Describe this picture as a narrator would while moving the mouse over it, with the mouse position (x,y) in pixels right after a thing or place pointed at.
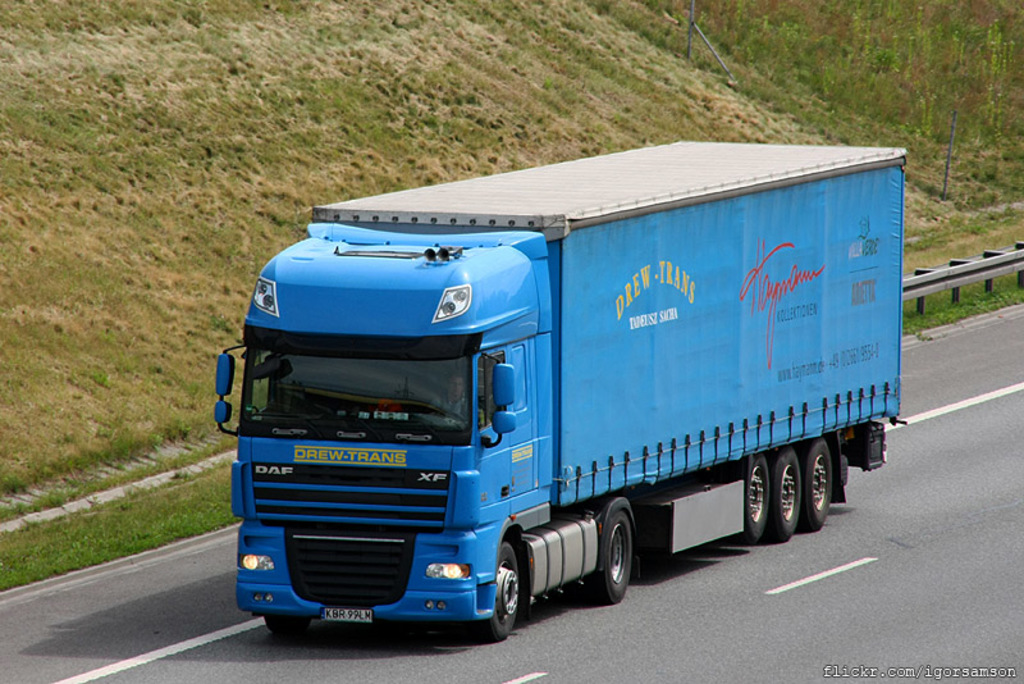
In the picture we can see blue color truck (490,436) which is moving on road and in the background of the picture (594,79) there are some plants (778,83), grass (149,81).
